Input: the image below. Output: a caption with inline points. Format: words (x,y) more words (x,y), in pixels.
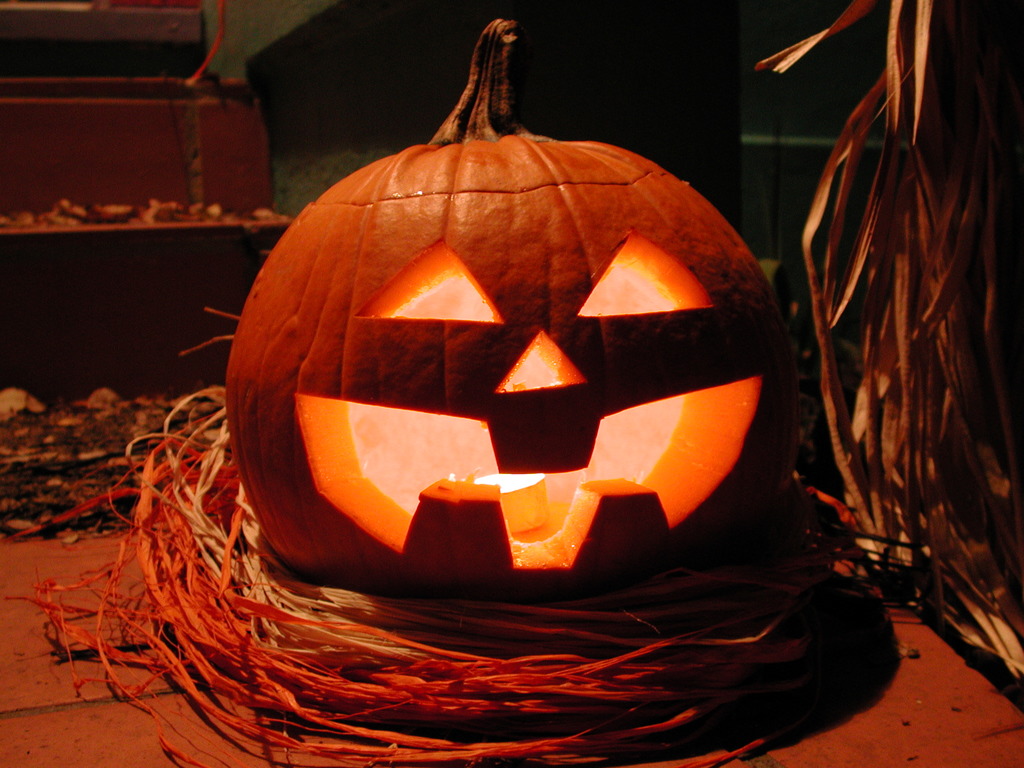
In this picture we can see carving pumpkin (552,421) and dried grass (936,372). In the background of the image (378,62) it is dark and we can see objects (167,105).
